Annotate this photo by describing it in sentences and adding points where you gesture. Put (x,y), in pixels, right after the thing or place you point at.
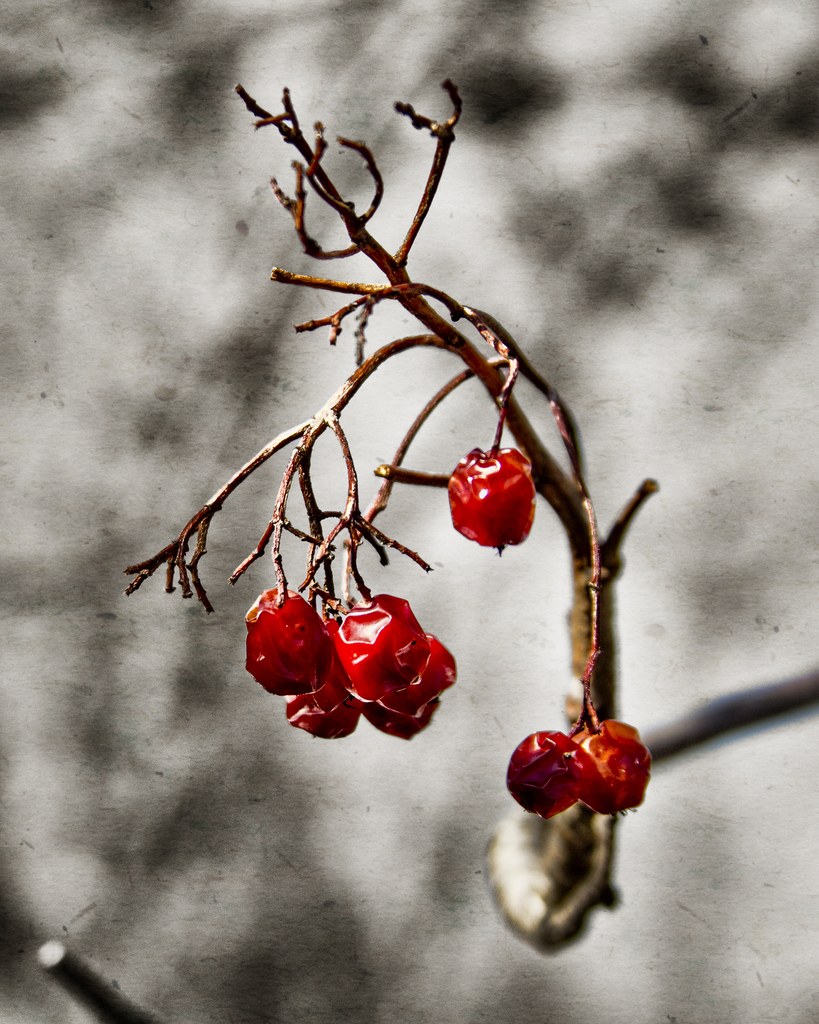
In this image we can see some berries (339,642) to the stem (418,558) of a plant (326,623).
